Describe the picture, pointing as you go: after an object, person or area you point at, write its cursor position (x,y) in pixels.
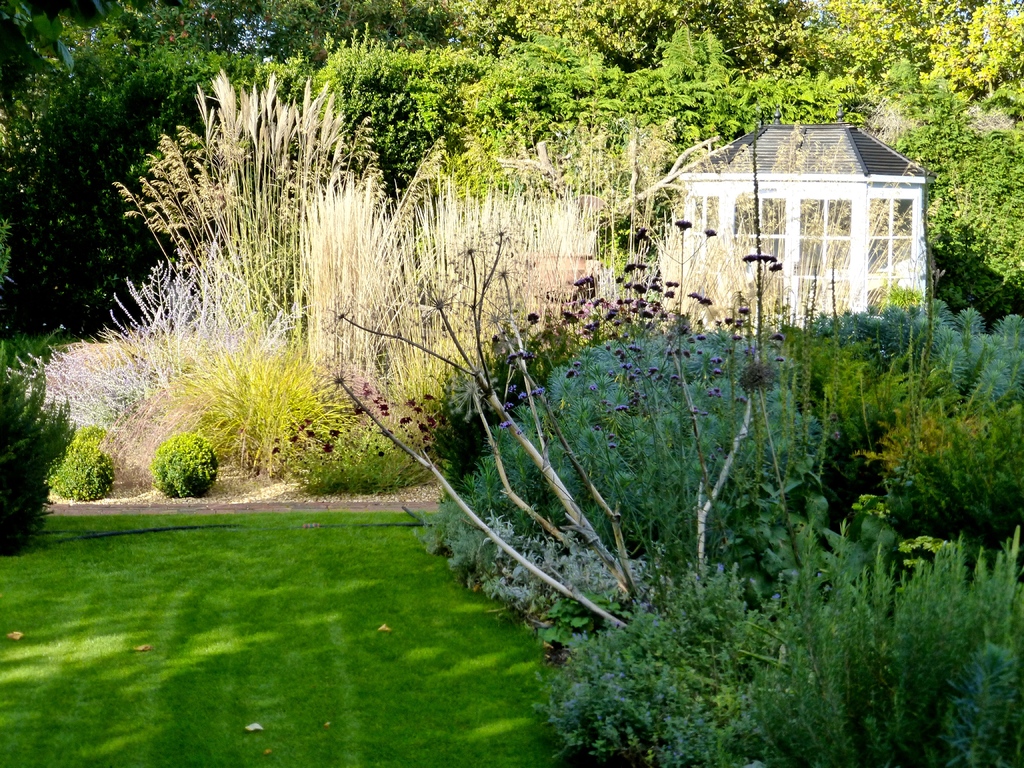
In this picture we can observe some plants (463,435) on the ground (289,596). There is some grass (254,633). We can observe trees (873,23) in the background (482,69). On the right side (837,236) there is a cabin (810,203).
